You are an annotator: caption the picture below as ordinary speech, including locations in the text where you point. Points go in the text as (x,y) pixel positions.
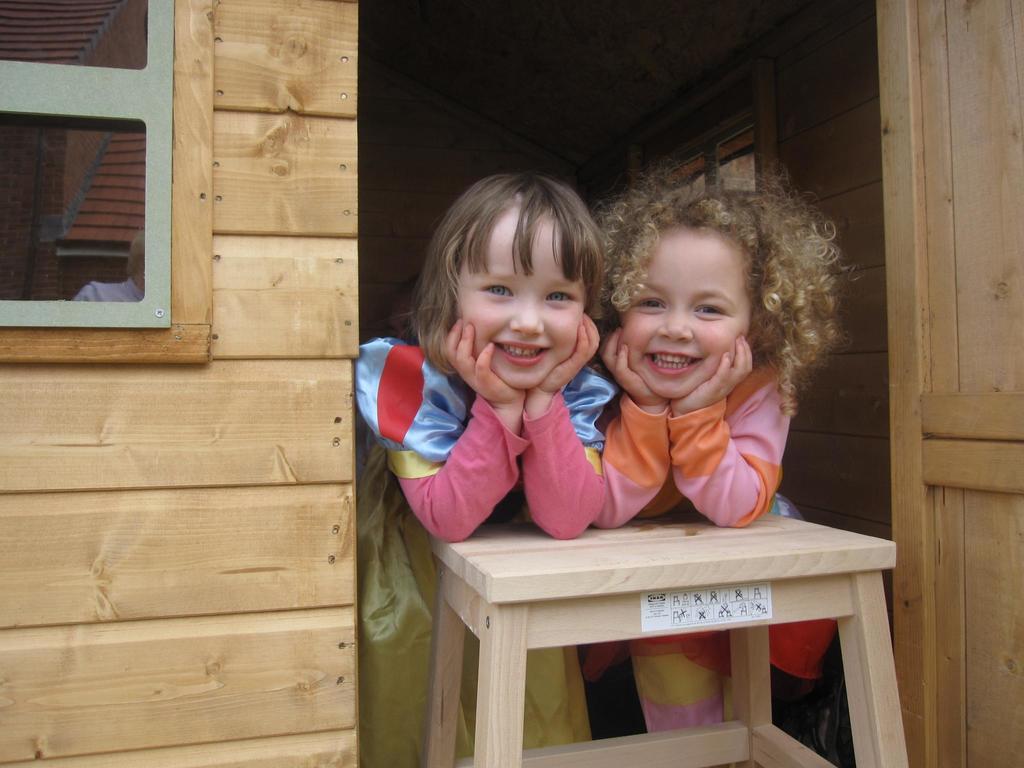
Here there are 2 girls (542,413) smiling, they placed their hands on a stool (633,543). Behind them there is a wall (433,118).
